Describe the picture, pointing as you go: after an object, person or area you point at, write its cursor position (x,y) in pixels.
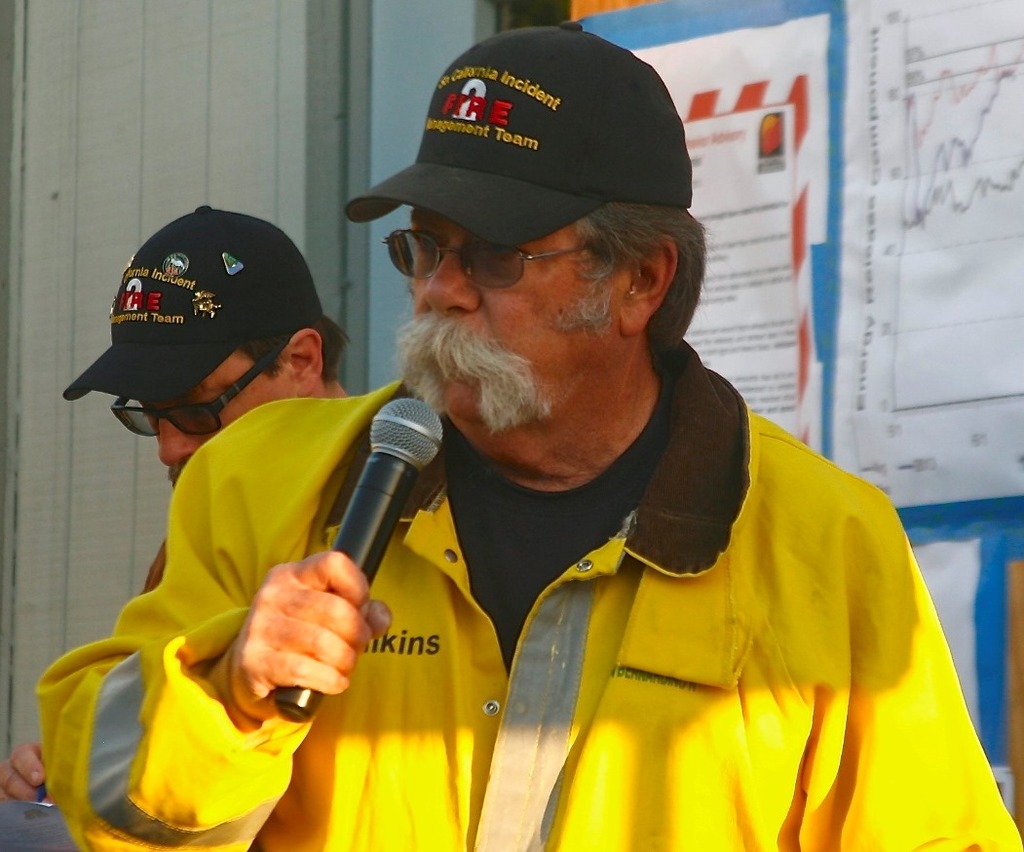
This is the man (487,664) standing and holding a mike (369,566) in his hand (310,653). He wore a yellow jerkin (709,736), goggles (492,258) and a cap (668,134). These are the papers (864,159) attached to the board (949,506). I can see another person (160,435) standing behind this man (210,495). This looks like a wall (254,104).
